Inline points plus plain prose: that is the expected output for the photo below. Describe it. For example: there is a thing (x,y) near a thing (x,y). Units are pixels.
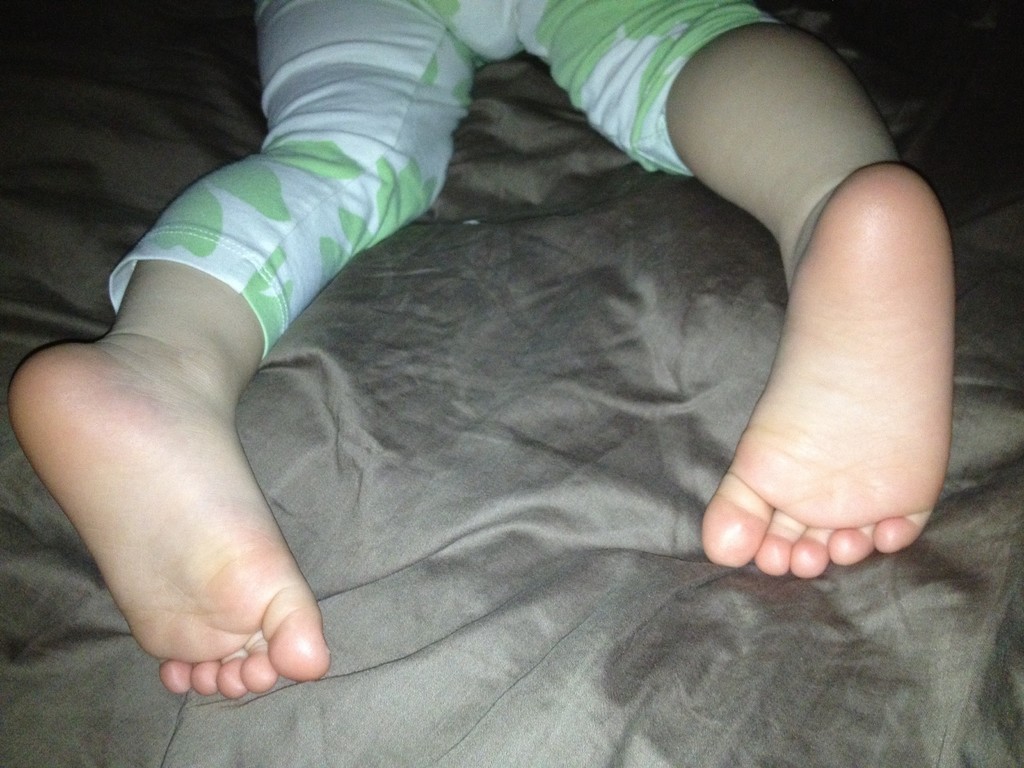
In this image we can see a baby (382,148) is lying on the bed (494,312), here is the bed sheet (385,409), here are the legs (896,416).
